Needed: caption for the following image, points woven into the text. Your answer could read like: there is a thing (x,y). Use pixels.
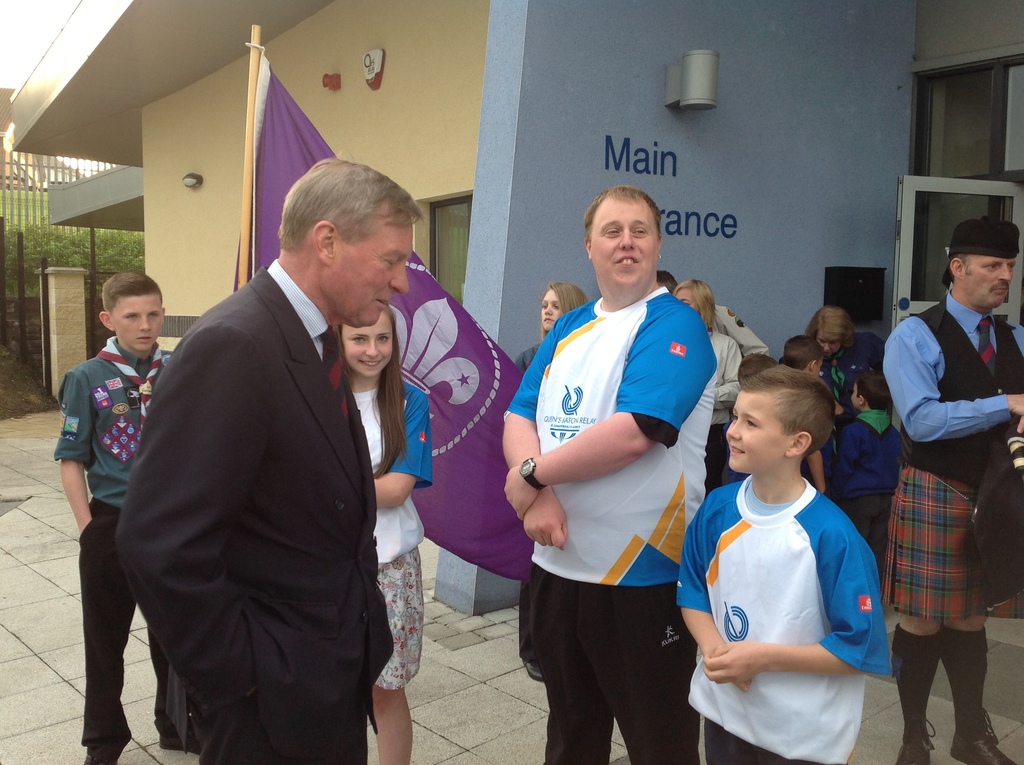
In this image in the foreground (886,613) there are few people (827,326), flag (302,155) visible, behind them there is a building (940,199), window (1007,164) on the right side (985,176), there is a text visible on the wall (553,132) of the building (688,128).
